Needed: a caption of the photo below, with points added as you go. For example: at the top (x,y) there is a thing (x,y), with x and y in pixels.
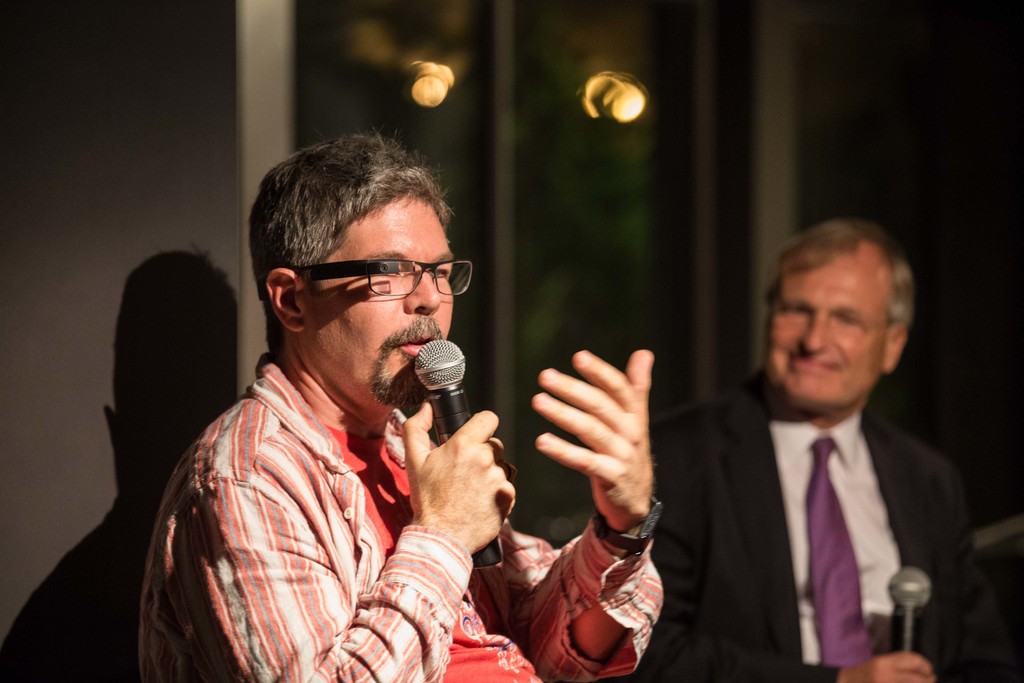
This picture is clicked inside the room (206,229). The man (343,538) in the front of the picture (279,445) wearing red t-shirt (382,496) is holding microphone (455,366) in his hand (411,446) and he is talking on it. He is even wearing spectacles (344,264) and watch (632,542). Behind him, we see a man (745,481) in white shirt (786,481) is wearing black blazer (733,609) and purple color tie (832,577) is also holding microphone (919,607) in his hands (919,674) and he is smiling. Behind them, we see wall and also two lights (422,67).
